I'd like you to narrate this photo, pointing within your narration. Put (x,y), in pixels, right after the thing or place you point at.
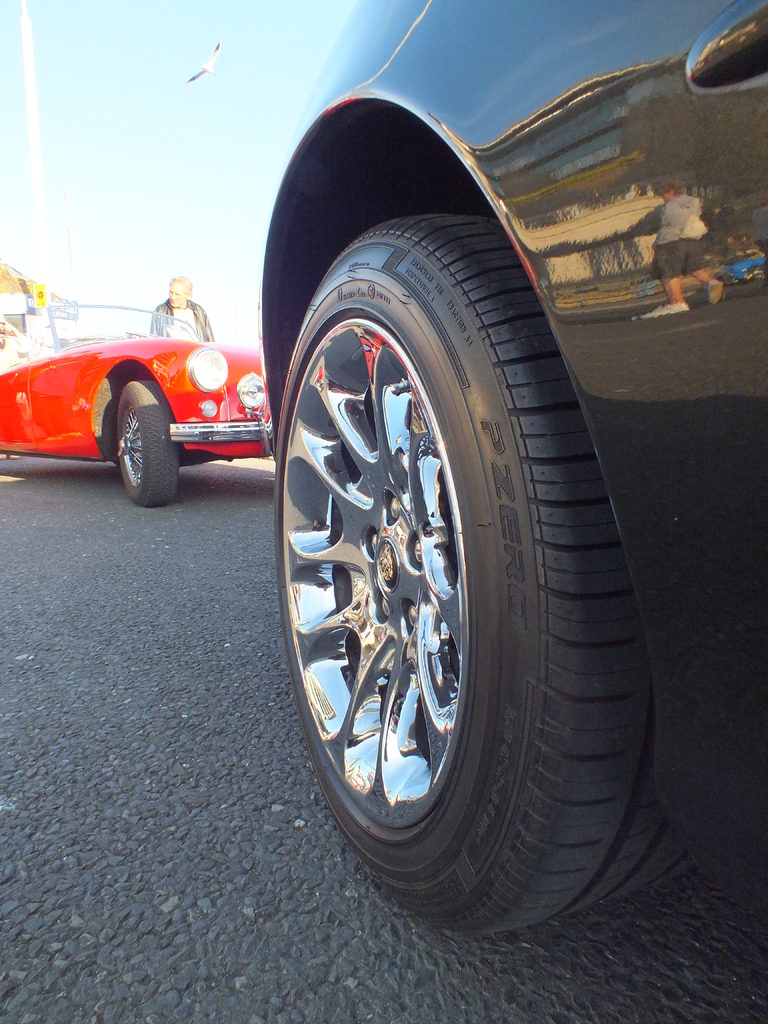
In the foreground of the image (557,631) we can see the black color car tire (557,535). On the top of the image (191,196) we can see the sky (230,76) and a bird (192,82). One red color car (132,315) and near to that one person (200,317) is standing.
